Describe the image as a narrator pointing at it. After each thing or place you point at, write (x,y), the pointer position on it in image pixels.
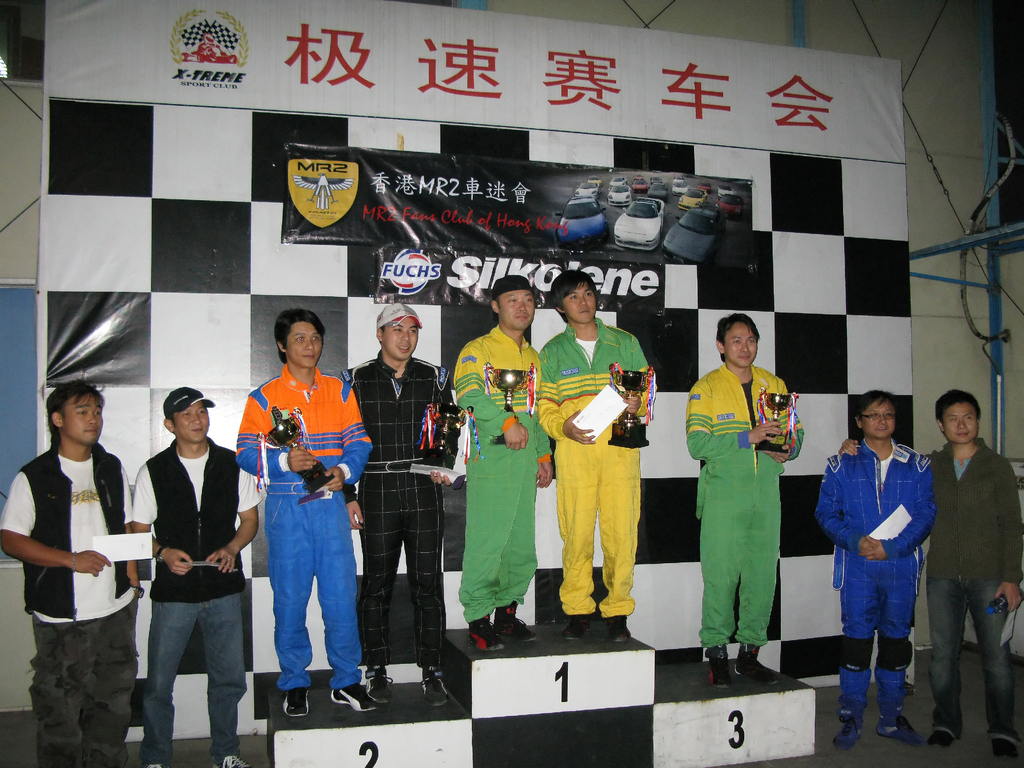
In this image I can see few people (608,426) in the center of the image (661,425) and I can see a banner (498,253) behind them with some text (465,265) and I can see five people (420,420) holding trophies (769,403).
